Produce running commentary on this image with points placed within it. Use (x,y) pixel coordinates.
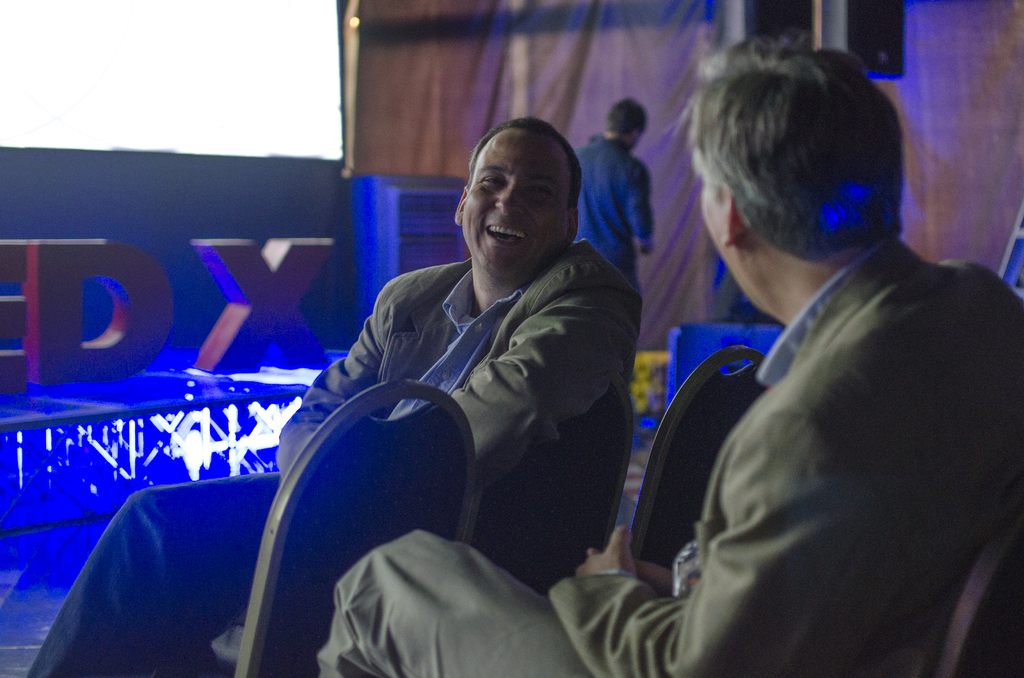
In this image, we can see people (626,209) wearing clothes (637,231). There are two persons (714,641) at the bottom of the image (657,621) sitting on chairs (476,488). There is a 3D text (57,264) on the left side of the image (72,258). There is a screen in the top left of the image (123,76).
